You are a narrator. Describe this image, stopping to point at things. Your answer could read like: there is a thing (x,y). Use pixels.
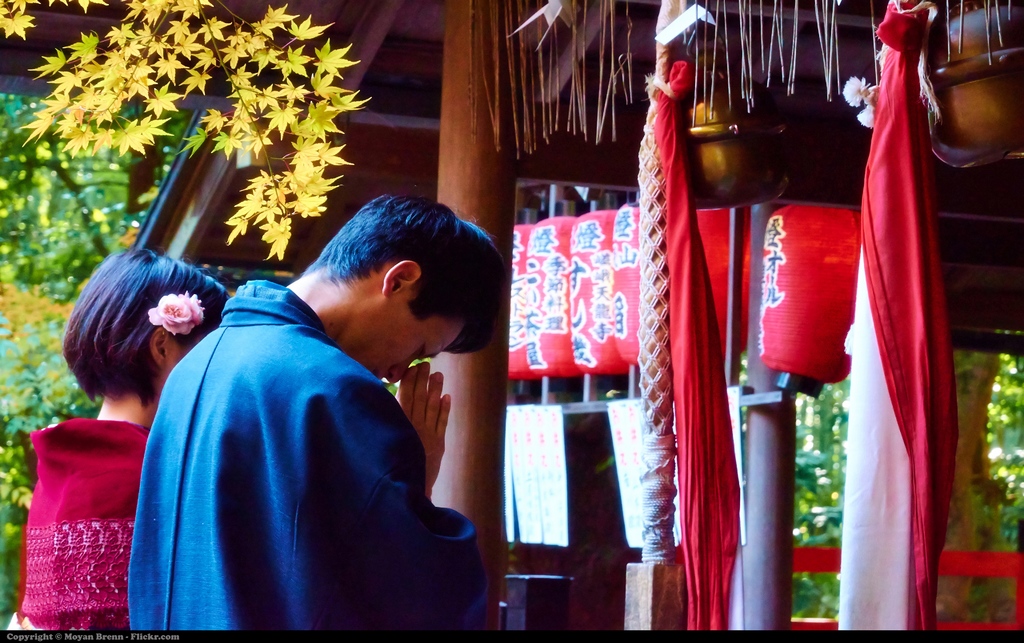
In this image I can see a man (228,473) wearing blue colored dress (278,453) and a woman (126,455) wearing pink colored dress (82,468) are standing. I can see few red colored clothes (720,349), few red colored lanterns (778,321), a wooden pole (465,28), few leaves (308,194) which are yellow in color and in the background (91,182) I can see few trees (94,247) which are green in color.
